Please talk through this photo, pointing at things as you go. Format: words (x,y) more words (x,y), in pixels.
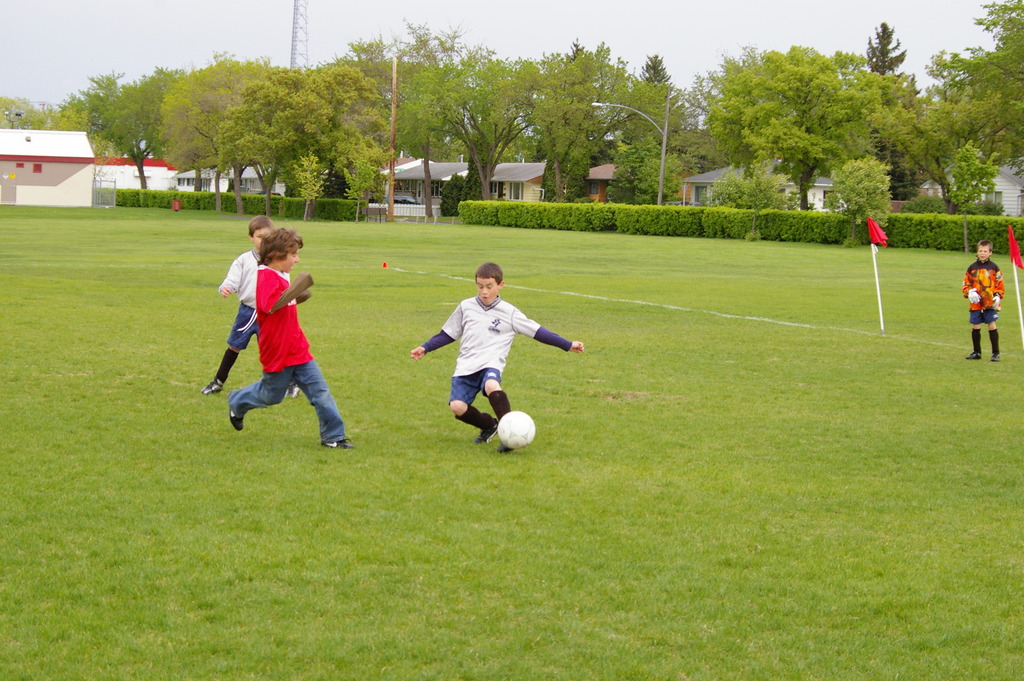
In the image there are kids (484,431) playing football (509,428) on grass field (248,654), On the background (758,102) there are many trees (366,155) and homes (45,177).
